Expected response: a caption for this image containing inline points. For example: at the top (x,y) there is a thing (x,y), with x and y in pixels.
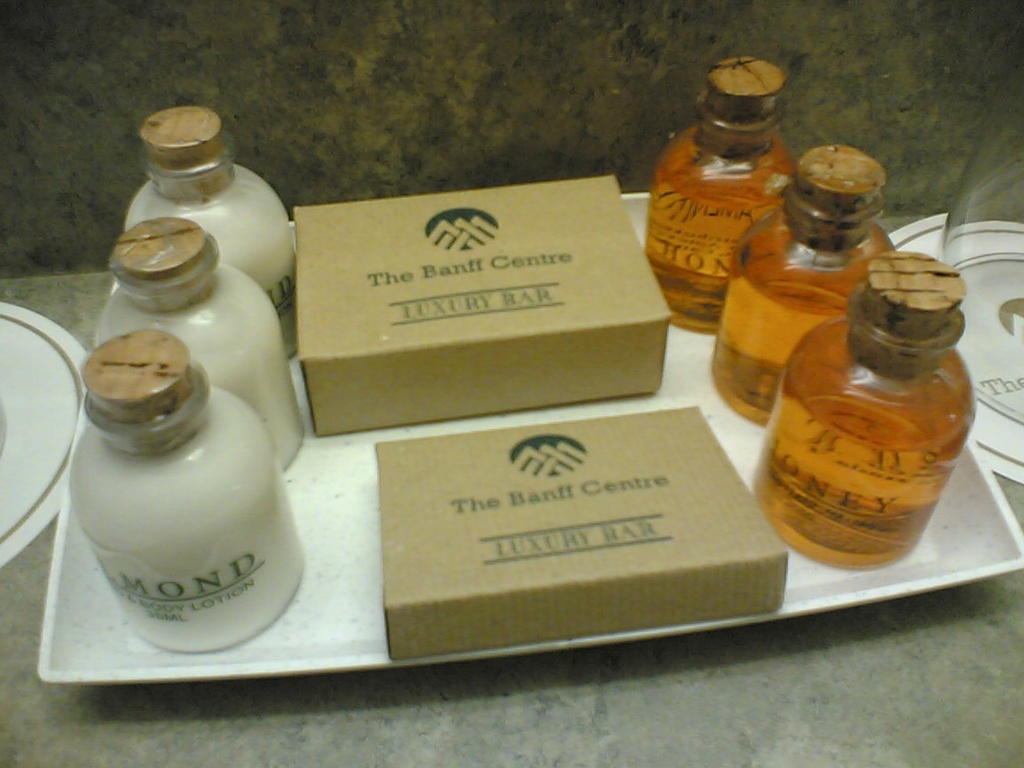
A tray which has some bottles (230,173) and two boxes (498,501) and the bottles (267,204) are orange and white in color.
